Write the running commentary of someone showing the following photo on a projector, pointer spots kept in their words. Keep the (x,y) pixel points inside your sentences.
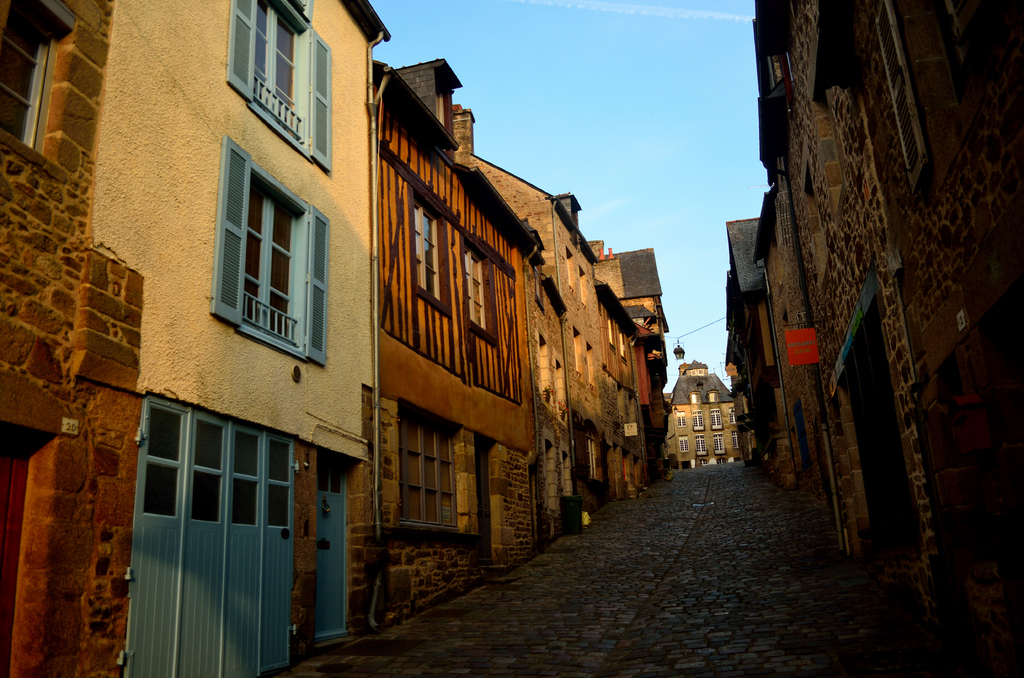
In this image we can see some buildings (449,240), windows (438,116), doors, also we can see the sky (510,122).
